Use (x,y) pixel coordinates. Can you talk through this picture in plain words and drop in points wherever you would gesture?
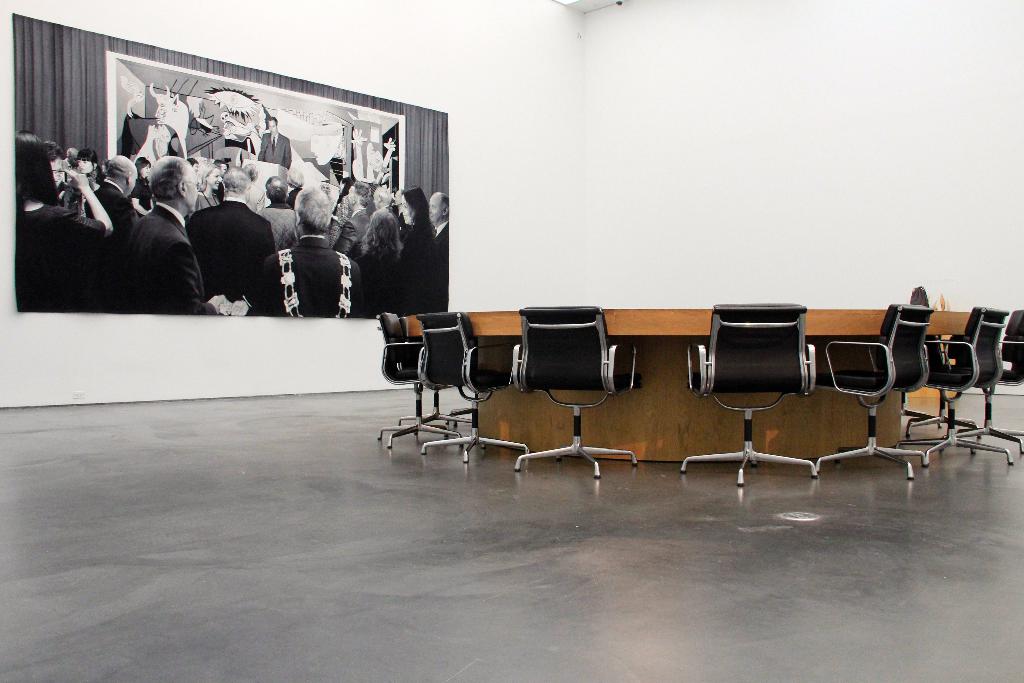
This is an inside view of a room (383,406). On the right side (800,332) there is a table (649,327) and there are chairs (717,367) around it. On the left side (171,153) there is a photo frame (194,220) attached to the wall (537,101). This photo frame (324,171) consists of a black and white picture (188,157). In this picture, I can see a crowd of people (206,215) facing towards the back side (239,247). In the background (269,156) one man (279,149) is standing in front of the podium (262,175). At the back of this man (268,142) there is a poster (295,127) and a curtain (57,87).
